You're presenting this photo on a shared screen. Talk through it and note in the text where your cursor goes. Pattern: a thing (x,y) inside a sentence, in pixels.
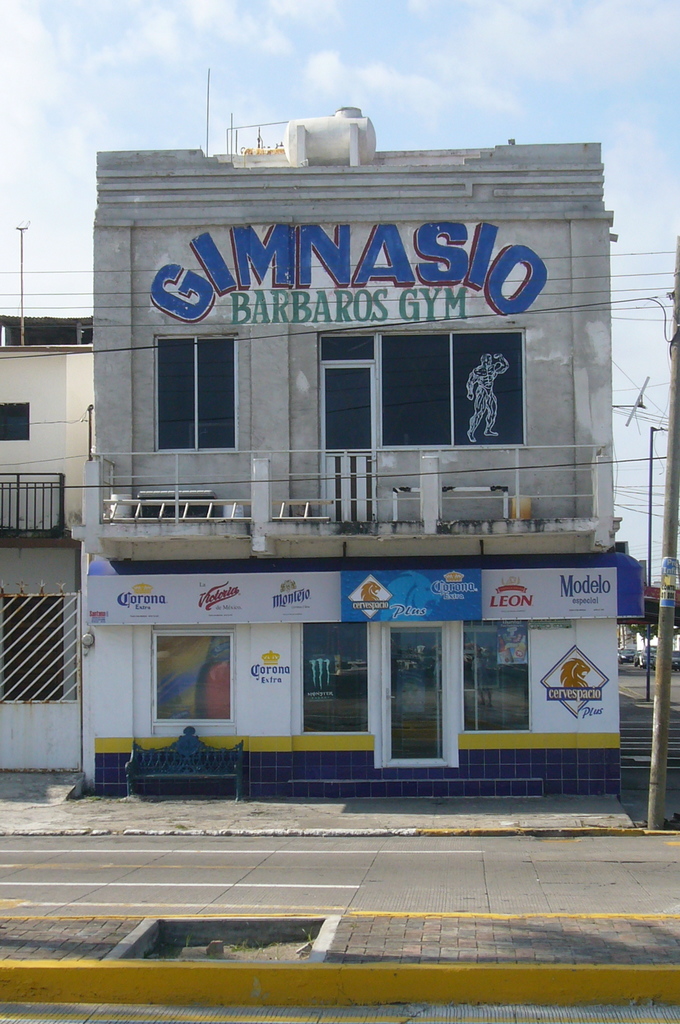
In the center of the image (291,496) there is a building (166,667). At the bottom of the image (361,847) there is a road (14,854). On the left side of the image (77,434) there is a building (25,402). On the right side of the image (641,691) we can see pole (658,721) and road (640,680). In the background (624,235) there are clouds (18,81) and sky (363,69).
